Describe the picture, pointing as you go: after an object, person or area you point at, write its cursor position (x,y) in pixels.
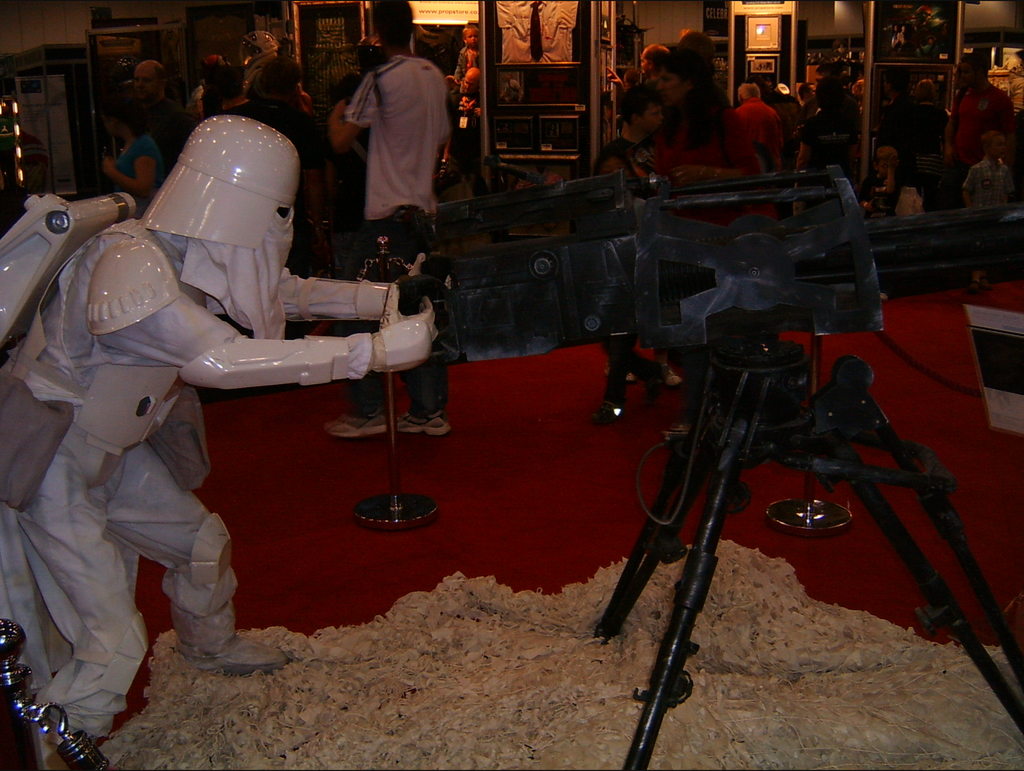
In this picture there is a statue (178,632) towards the left (285,298) and it is in white in color and it is holding an equipment (648,231) which is in black in color. At the bottom (507,660), there is a mat (610,734). On the top (923,128), there are people (125,148) moving around. On the top (426,112) there is a man (418,166) in white t shirt (391,133). Behind him there is a woman (670,133) in red top (695,167).
